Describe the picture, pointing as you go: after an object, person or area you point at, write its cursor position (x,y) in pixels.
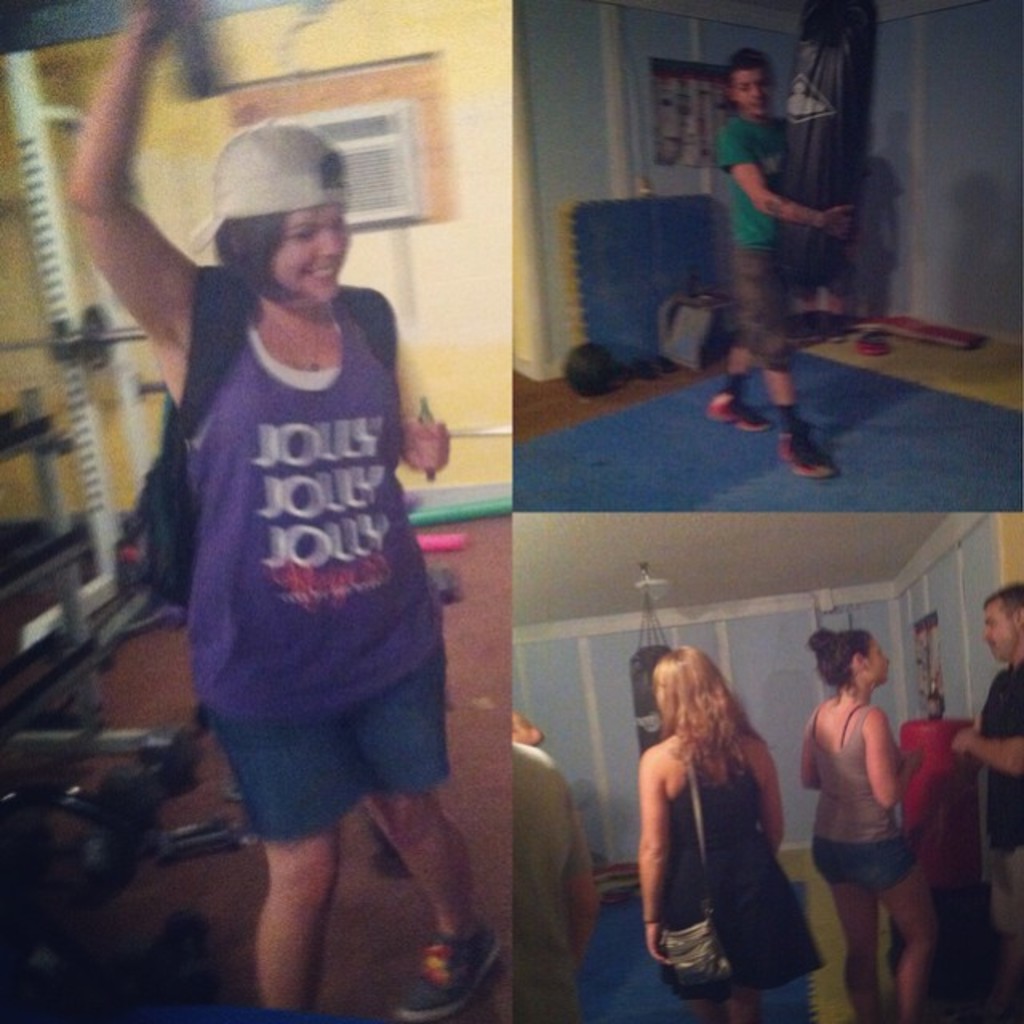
This is a collage image. In this image there is a lady (243,535) standing on the floor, behind her there are few objects (52,253) placed on the floor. In the background (458,173) there is a wall (374,237). At the top right side of the image (748,129) there is a person (778,307) standing in front of the punching bag (798,122), behind him there is a wall (875,298) and a few objects (627,339) on the floor (860,367). At the bottom right side of the image (726,792) there are a few people (666,834) standing in front of the punching bag (643,679) hanging from the ceiling (649,555). In the background (784,688) there is a wall (754,689).
